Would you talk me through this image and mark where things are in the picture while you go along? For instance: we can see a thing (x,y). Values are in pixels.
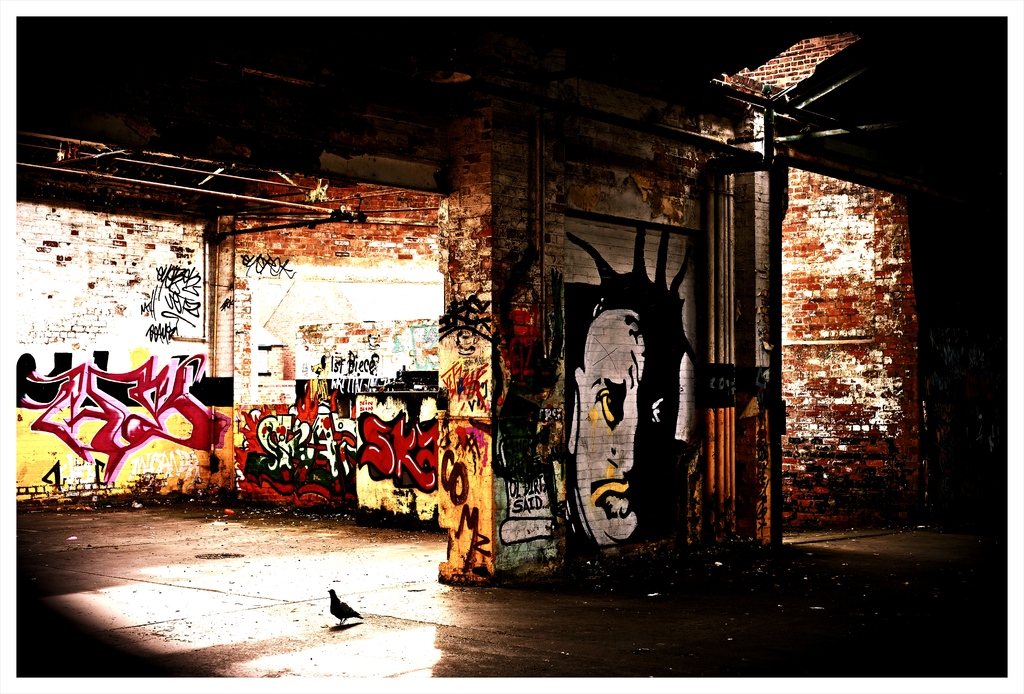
In this image we can see brick walls (416,324) with painting (576,447) of text (330,413) and image (588,443), there is a bird (339,607) on floor (373,616) and there is a rod (244,196) on the top (258,195) to the wall (263,192).
